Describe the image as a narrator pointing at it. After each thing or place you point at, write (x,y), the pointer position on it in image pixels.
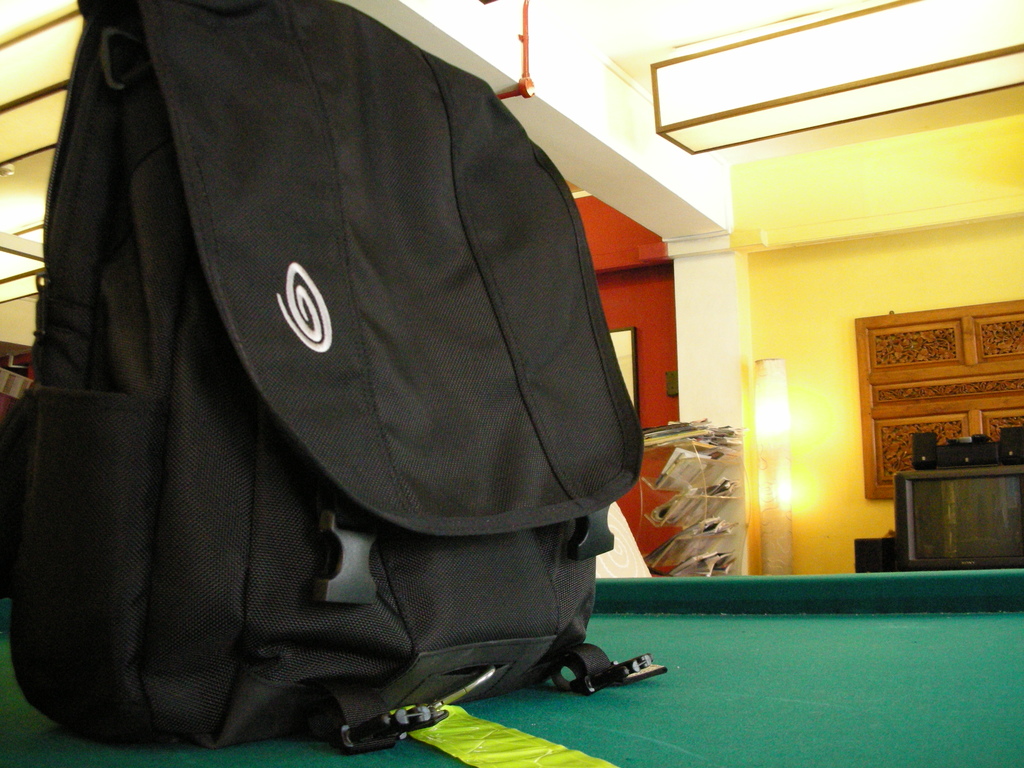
At the bottom of the image (741,594) there is a table (754,637) and there is a bag (370,574) placed on the table (658,680). In the background (837,514) there is a television (934,542), stand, and a wall (809,318). At the top (799,127) there is a light (732,104).
